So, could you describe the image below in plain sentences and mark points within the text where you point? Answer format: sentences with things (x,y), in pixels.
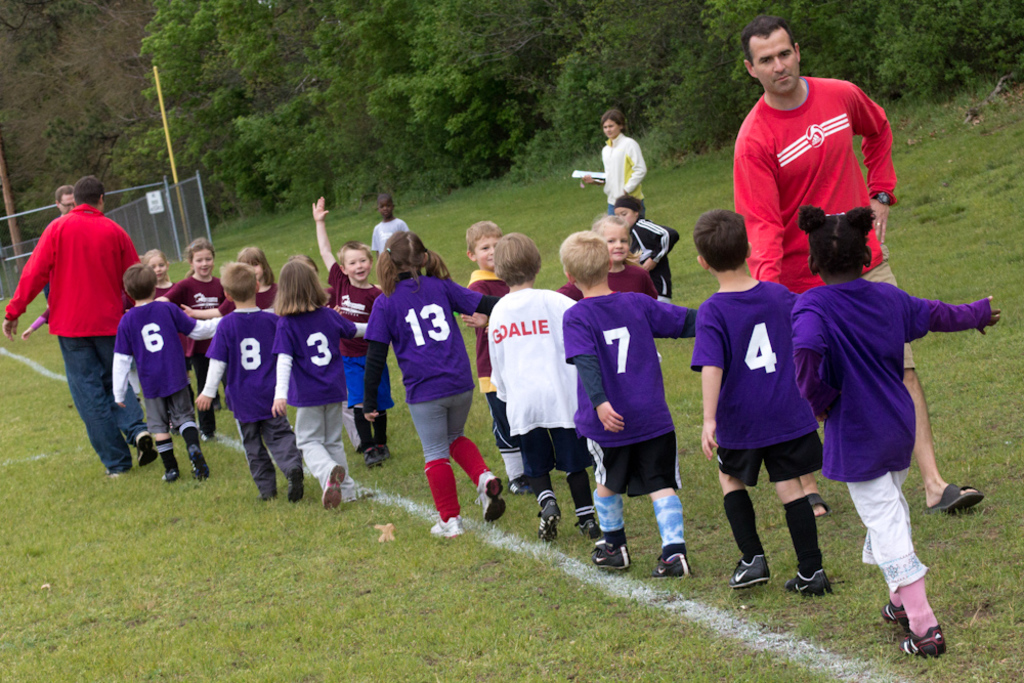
This picture shows few kids (645,351) standing in a line and we see another row of kids (351,278) standing in the opposite direction. We see few men (750,192) standing with them and a woman (615,163) standing holding papers (589,174) in her hand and we see trees (371,39) and grass (535,551) on the ground (535,551).
